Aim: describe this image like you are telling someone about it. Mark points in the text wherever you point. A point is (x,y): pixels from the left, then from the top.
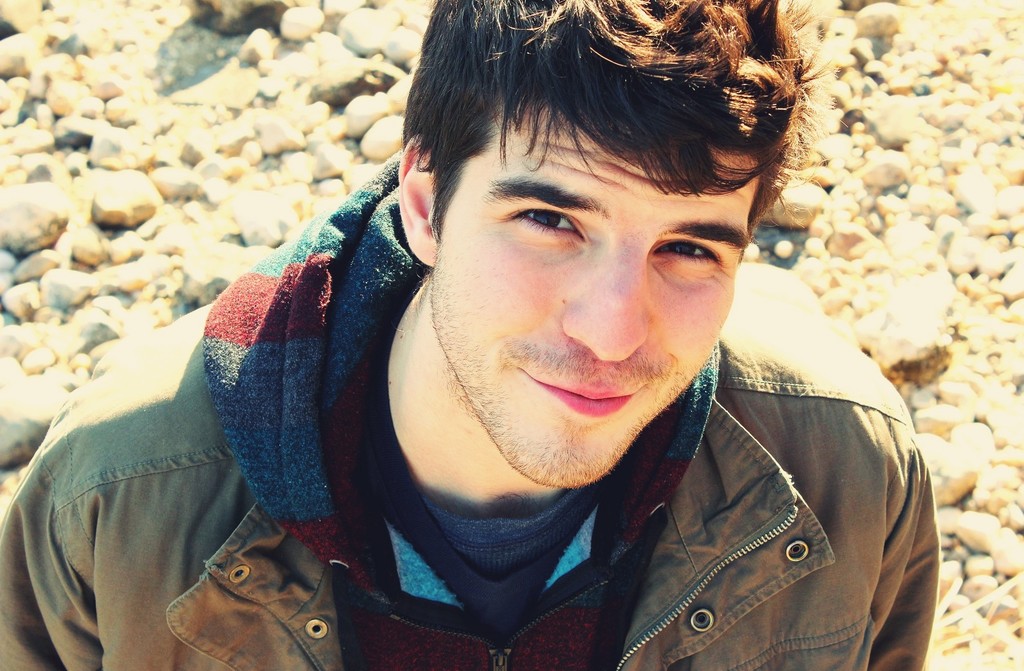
In the picture I can see a man (491,385) is standing on the ground (172,265) and smiling. The man (398,439) is wearing a jacket (256,548). In the background (224,176) I can see stones (175,181) on the ground (185,177).
